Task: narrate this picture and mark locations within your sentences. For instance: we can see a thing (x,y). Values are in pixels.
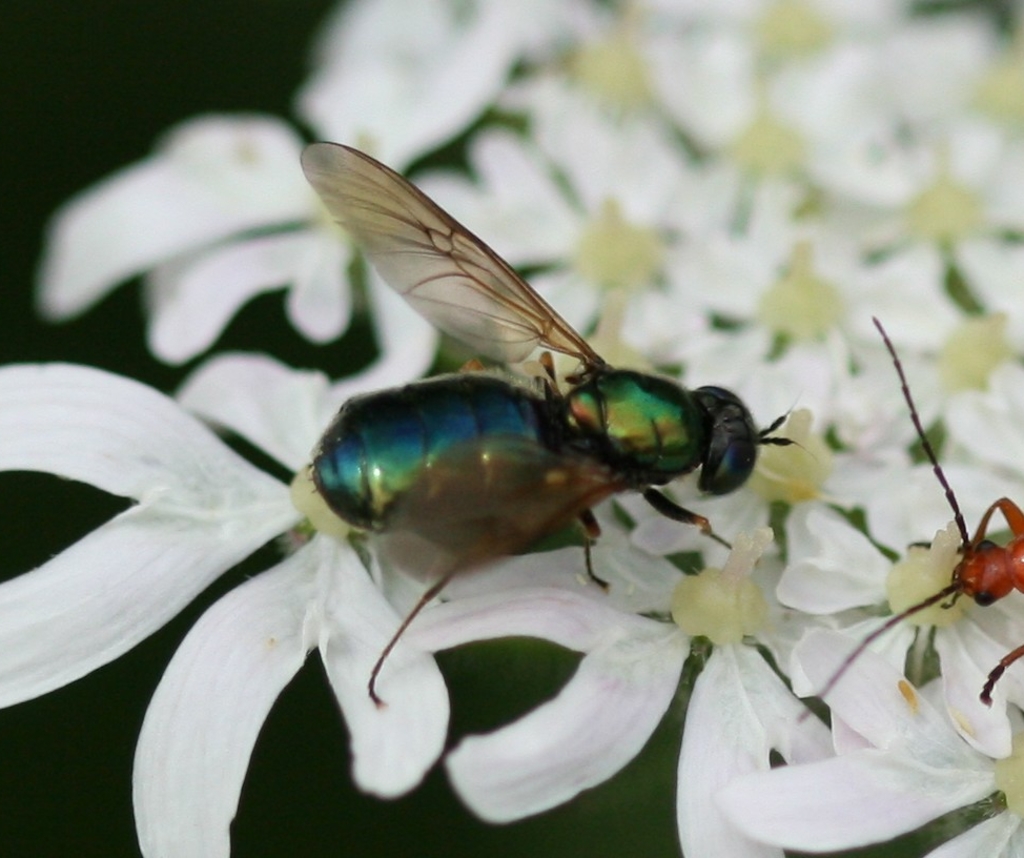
In this image there is a fly (443,433) on the white color flowers (721,364).
